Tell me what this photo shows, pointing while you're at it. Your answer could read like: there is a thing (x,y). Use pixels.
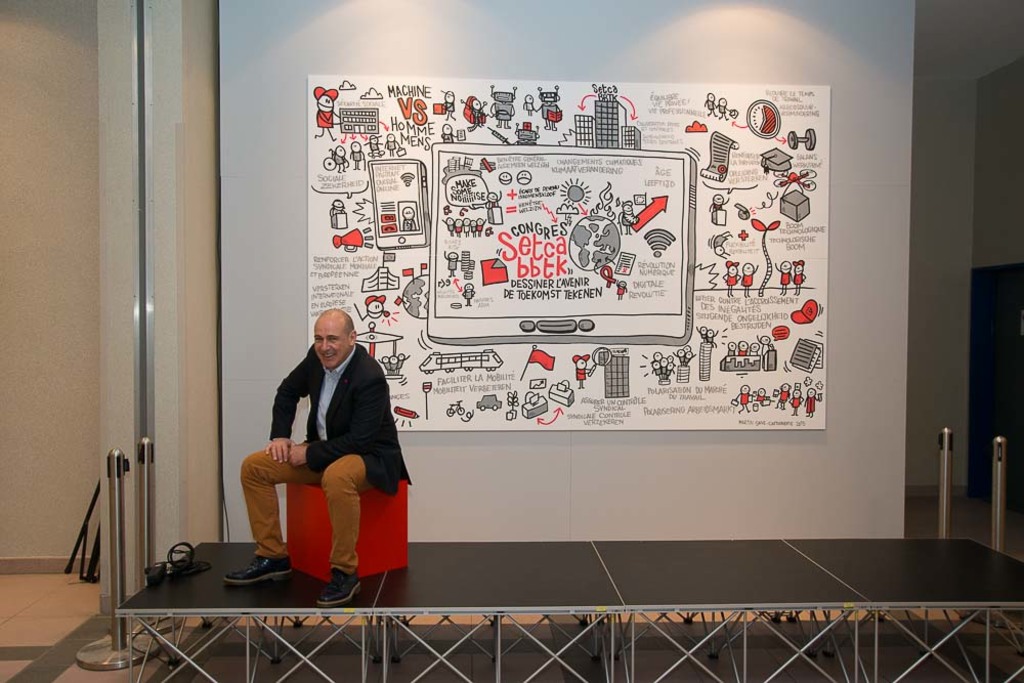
In this picture there is a man (356,523) sitting on the stool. There is a stool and device (199,571) on the stage (263,602). At the back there is a poster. At the back (46,336) there is a wall (31,351) and there are objects (122,507).
